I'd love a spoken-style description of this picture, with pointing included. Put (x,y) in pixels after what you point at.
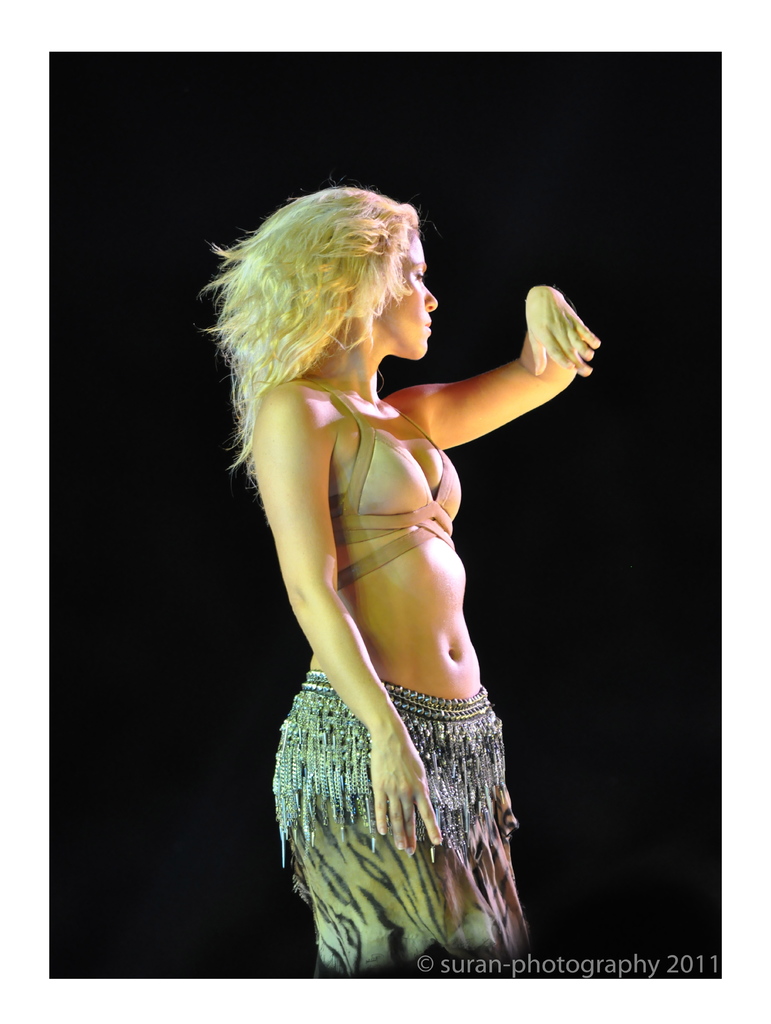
In the center of the image (435,679) we can see a lady (442,761) standing.
